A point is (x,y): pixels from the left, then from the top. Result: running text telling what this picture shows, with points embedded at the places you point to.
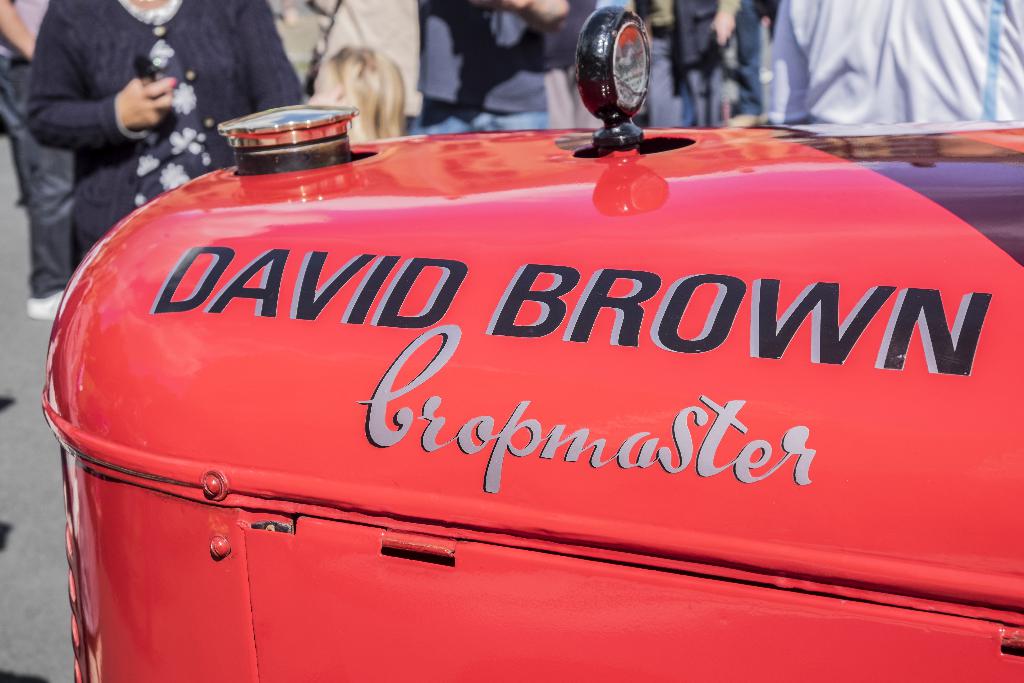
In this image I can see red color fuel tank (383,431) and something is written on it. In the background (316,96) I can see the group of people (380,41) with different color dresses (422,80).
